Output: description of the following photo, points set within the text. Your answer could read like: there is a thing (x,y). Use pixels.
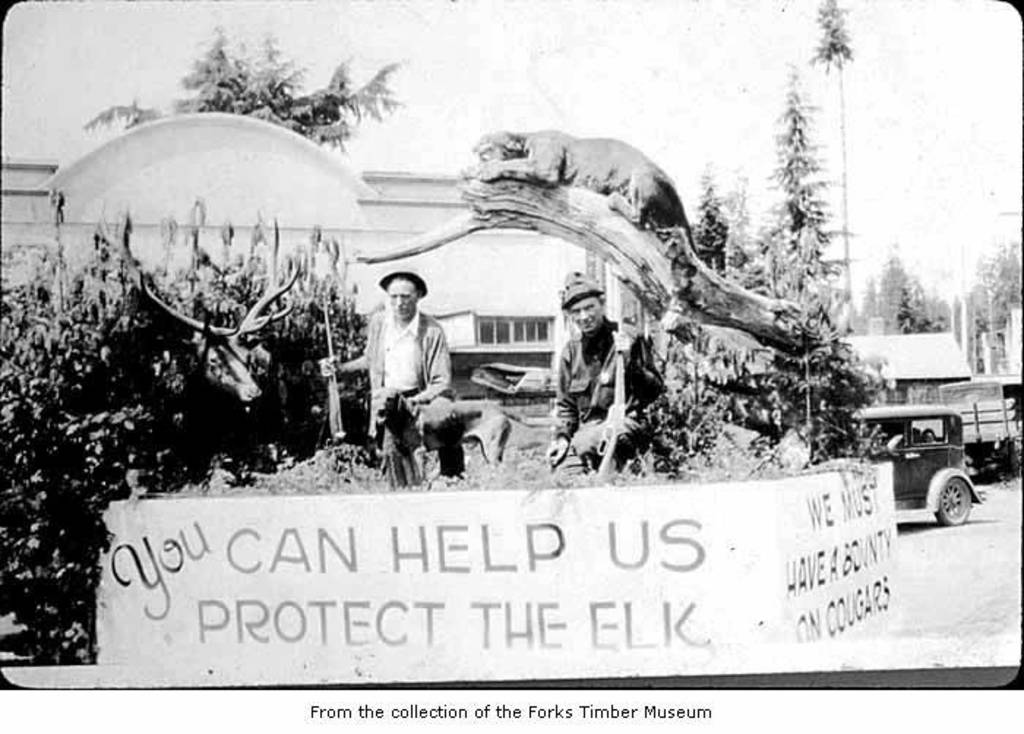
This image consists of two persons (402,296). At the bottom (205,613), there is a text (591,548). On the right (935,416), we can see a vehicle (967,458) on the road (957,539). On the left (96,342), there are plants (57,261). In the background (784,157), there are trees (750,242) and a building (44,172). And we can see an animal (600,159) on the branch (549,198) of a tree (618,225).
